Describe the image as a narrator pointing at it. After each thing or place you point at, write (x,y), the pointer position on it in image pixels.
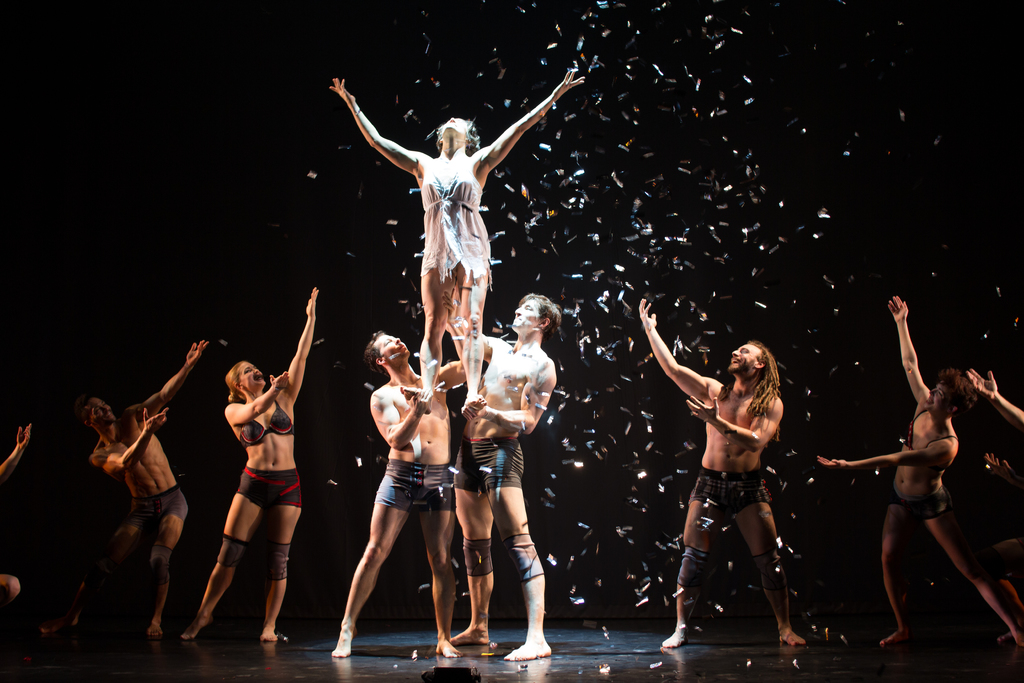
In this image, in the middle (512,397), we can see two men (512,369) are holding another person (477,377). On the right side (743,465) and left side (288,430), we can see a group of people (725,486) dancing. In the background (182,270), we can see some papers (673,185) and black color, at the bottom (472,651) there is a floor (345,658).
